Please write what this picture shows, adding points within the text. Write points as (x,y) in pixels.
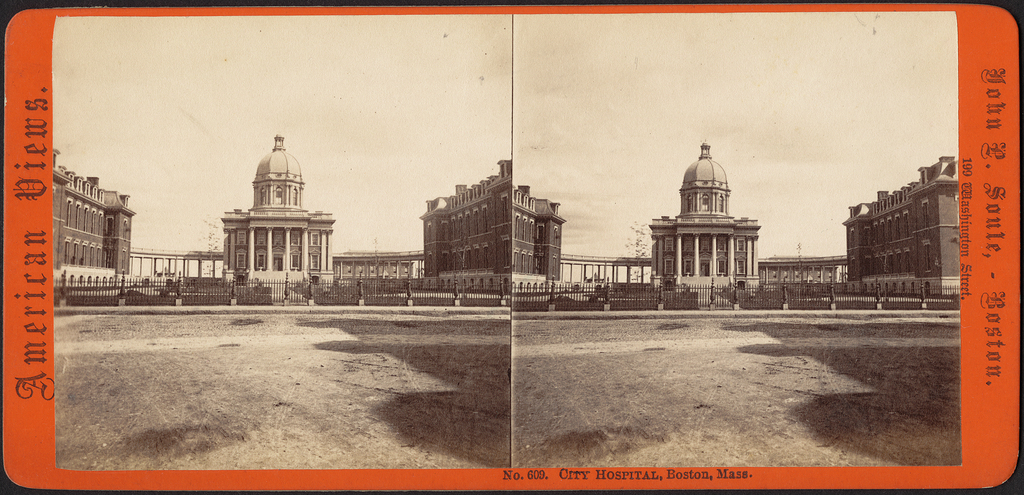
In this image I can see a poster (864,226). There is a collage of 2 images. There is a fence (732,297) and buildings (70,215) at the back (933,305). There is sky (651,113) at the top (674,110). This is a black and white image. There are orange borders (34,428).
